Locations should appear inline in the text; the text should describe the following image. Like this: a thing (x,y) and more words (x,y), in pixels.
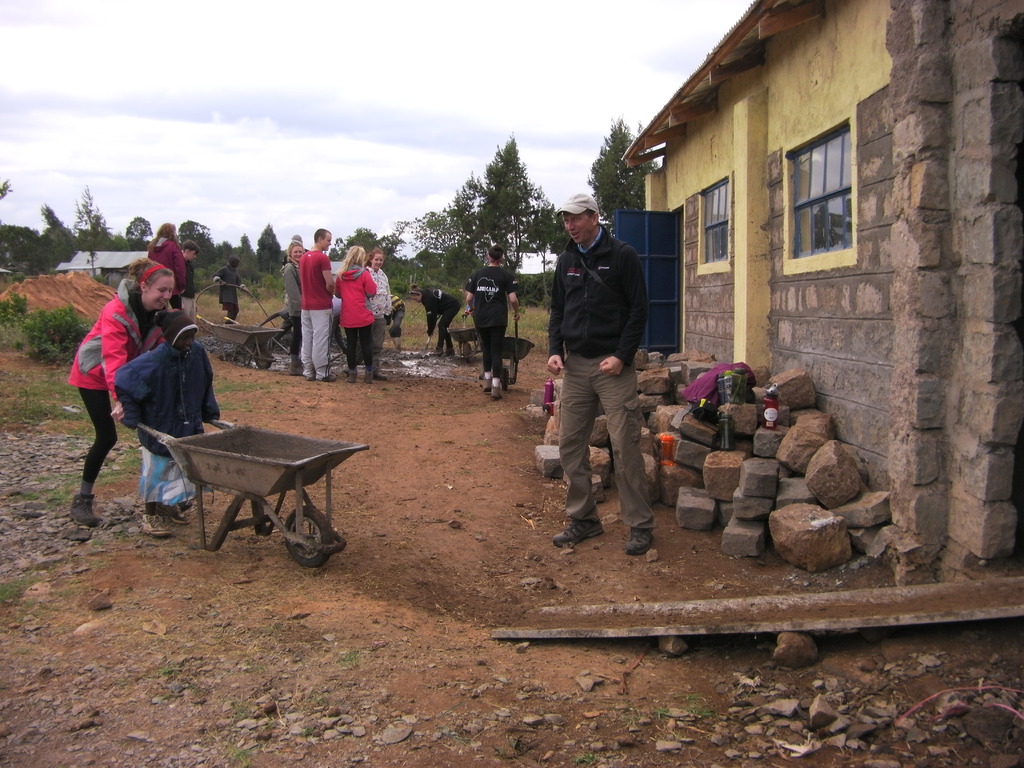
On the right side (840,318) there is a building (748,223) with windows (818,228) and brick wall (902,321). Near to that there are stones (716,453). On that there are bottles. There are many people (291,312). Some are holding wheelbarrows (262,438). In the background (256,221) there are trees (511,199) and sky (417,80).
